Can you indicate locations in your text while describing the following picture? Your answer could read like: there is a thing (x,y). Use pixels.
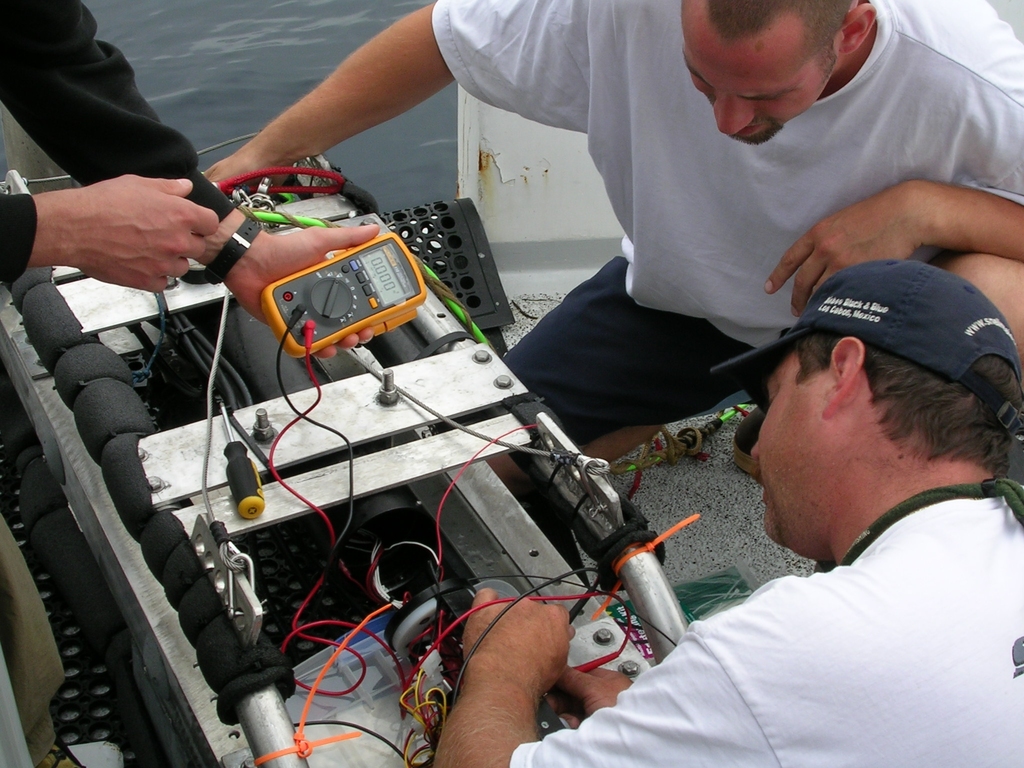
In this image I can see people (528,119) among them these men (794,417) are wearing white color t-shirts (775,313). Here I can see electronic machines (483,397) and a yellow color object (356,305) in a person's hand (279,248).
